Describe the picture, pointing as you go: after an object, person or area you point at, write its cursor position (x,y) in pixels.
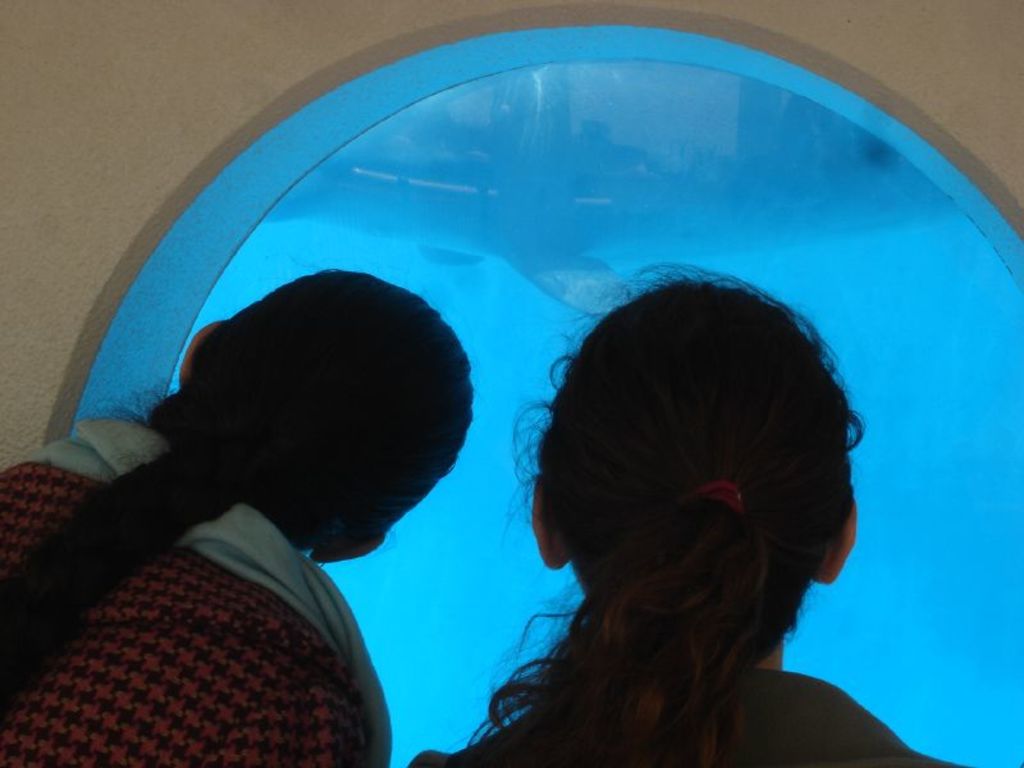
In this picture we can see two persons (596,603) in the front (595,594), in the background (179,269) there is a wall (187,65).
